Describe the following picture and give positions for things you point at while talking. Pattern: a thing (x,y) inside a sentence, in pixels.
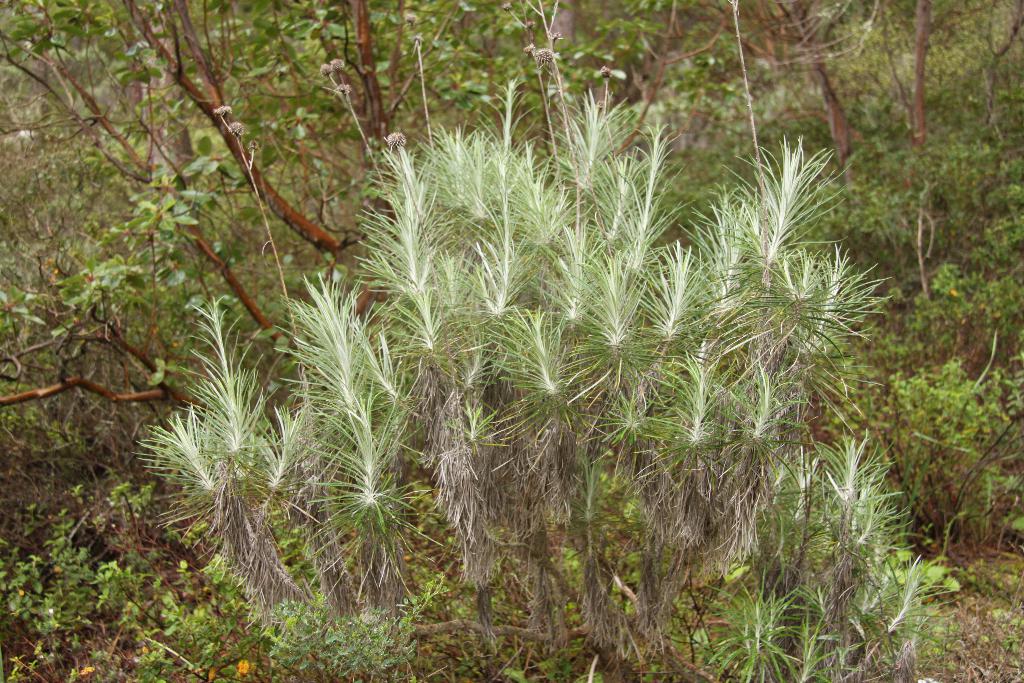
In this picture we can see a few plants (342,360).
